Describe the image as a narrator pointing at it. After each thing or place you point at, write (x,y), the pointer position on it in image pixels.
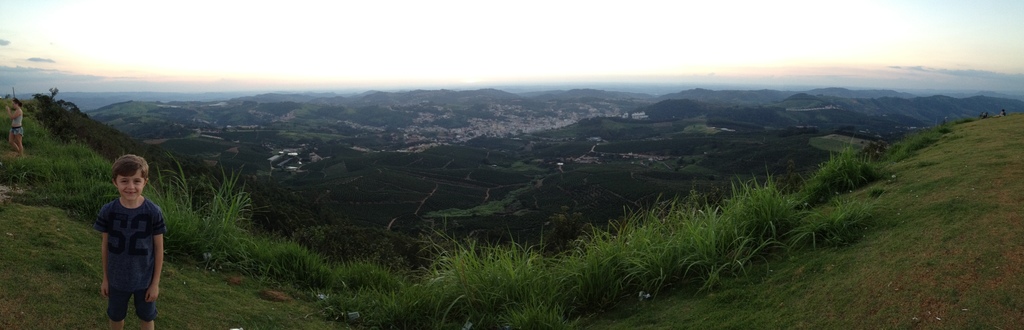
In this picture I can see a woman (14,134) and a boy (140,229) standing. I can see buildings (467,127), trees (460,145), hills (442,147) and a blue cloudy sky (484,82). I can see grass (10,154) on the ground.
